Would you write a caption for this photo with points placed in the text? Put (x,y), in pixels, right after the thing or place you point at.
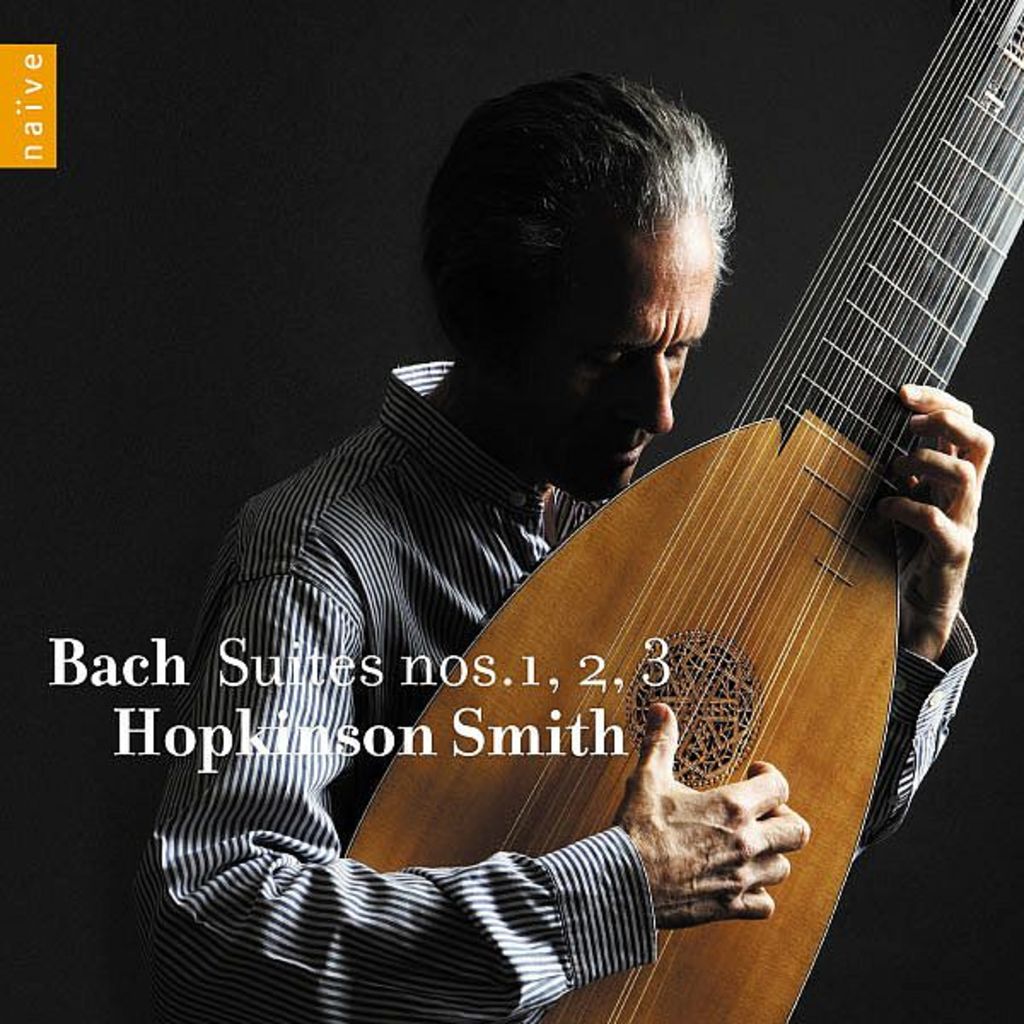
In this picture, we see a man (297,579) in black and white shirt (301,548) is holding a guitar (773,546) in his hands (695,819) and is playing it. In the middle of the picture (665,669), we see some text (553,683) written on it.
